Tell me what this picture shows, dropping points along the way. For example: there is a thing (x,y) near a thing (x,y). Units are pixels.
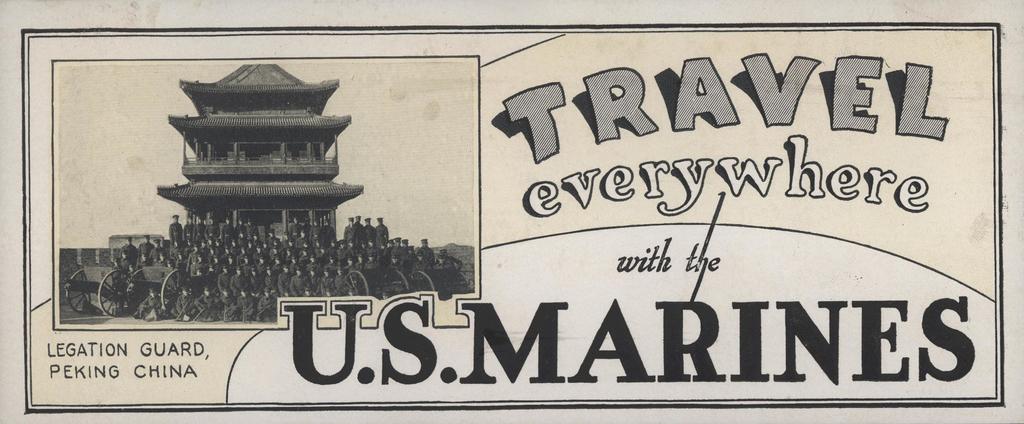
In the image in the center (674,174) we can see one paper (627,132). On paper (392,144), we can see building (235,174), wall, wheel carts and group of peoples (318,260) were standing. And we can see on paper (577,183), it is written as "Travel Everywhere With The U. S. Marines".
